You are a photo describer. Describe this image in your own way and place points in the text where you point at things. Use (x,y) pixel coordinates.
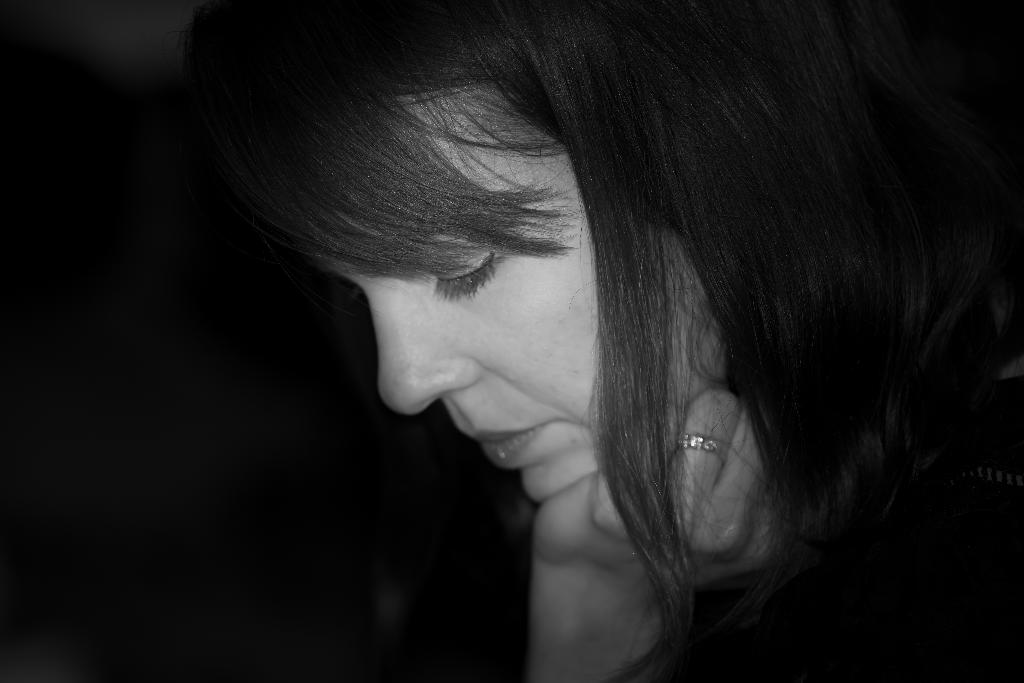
In this picture we can see a woman (604,61). Background (177,429) is black in color.
